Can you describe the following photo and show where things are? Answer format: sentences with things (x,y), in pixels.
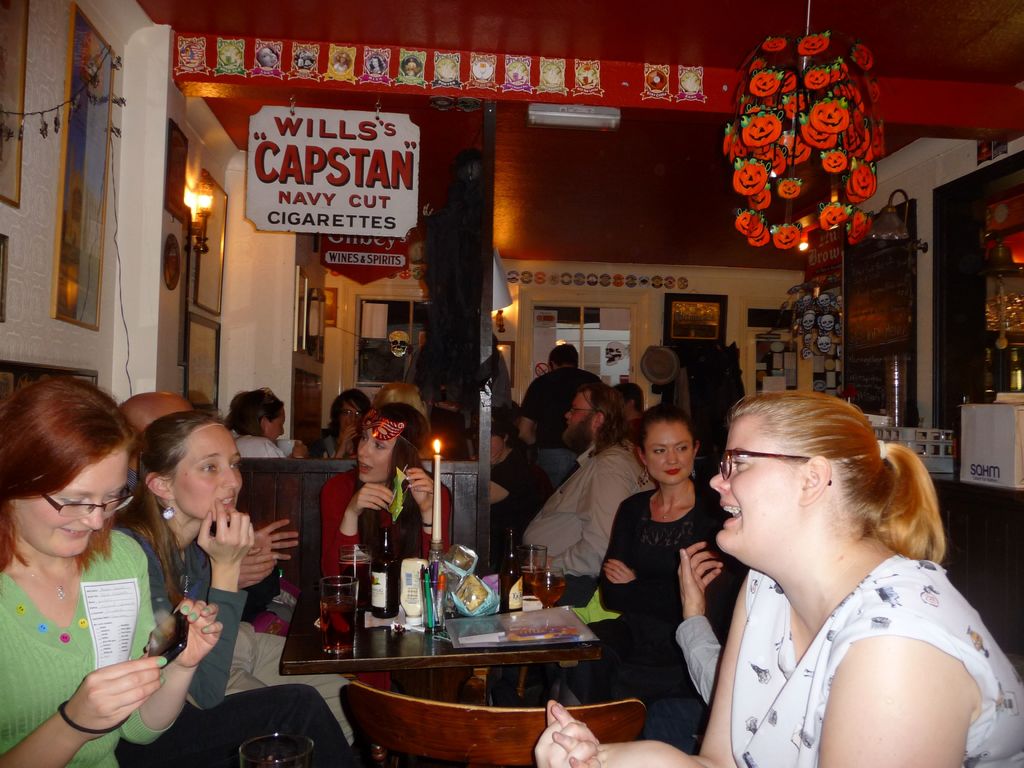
In this image, we can see a group of people (995,704) are sitting. Here there is a table (441,652). On top of that there are so many things (495,615) and objects (416,596) are placed. At the bottom (449,730), we can see chairs (362,725) and glass (294,751). Background (20,354) we can see wall (262,358), frames (213,365), poster (547,368), glass object (376,307), board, decorative objects (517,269), ceiling (616,226), lights (186,198), few things (445,367) and few people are standing.
